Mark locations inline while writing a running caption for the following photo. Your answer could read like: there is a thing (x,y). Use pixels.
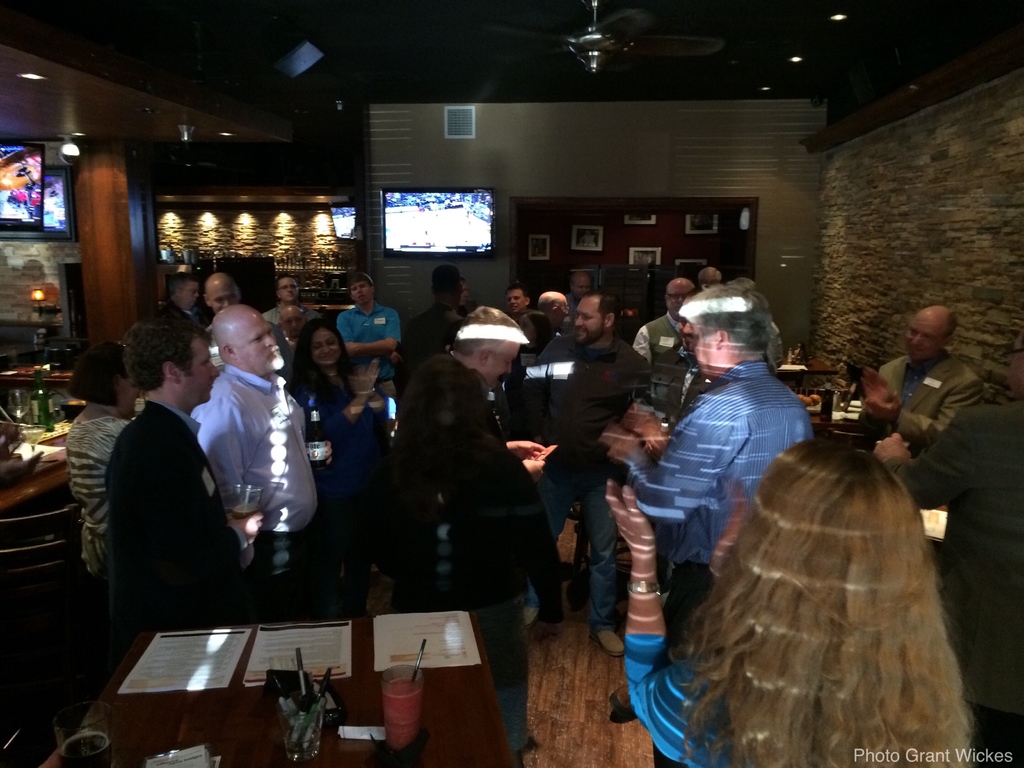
In the image there are many people (276,469) standing, a few (302,559) holding drinks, some people (806,757) are clapping, this seems to be inside a restaurant (557,119), on the left side (159,640) there is a table (485,710) with glass (404,722) and menu cards (399,640) on it, in the back (402,228) there is tv (422,228) on the wall (803,218) with photographs (634,247) and lights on either side of it.
